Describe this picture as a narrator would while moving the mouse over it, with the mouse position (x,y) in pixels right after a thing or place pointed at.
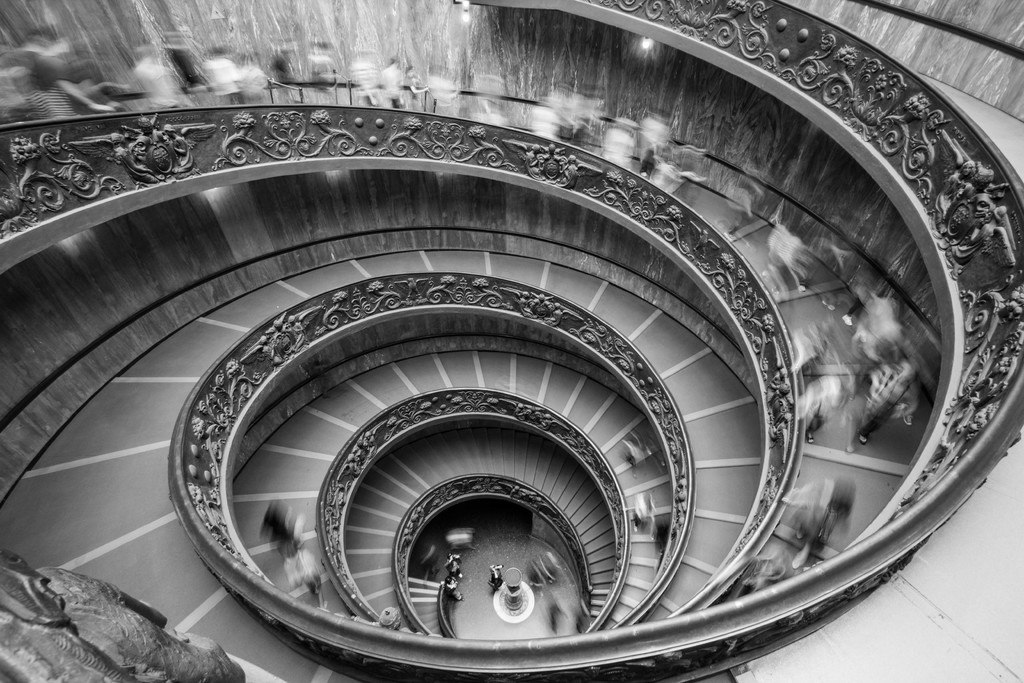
This is a black and white image, where we can see a round staircase (581,533) which consists of a group of people (556,606) on it.
